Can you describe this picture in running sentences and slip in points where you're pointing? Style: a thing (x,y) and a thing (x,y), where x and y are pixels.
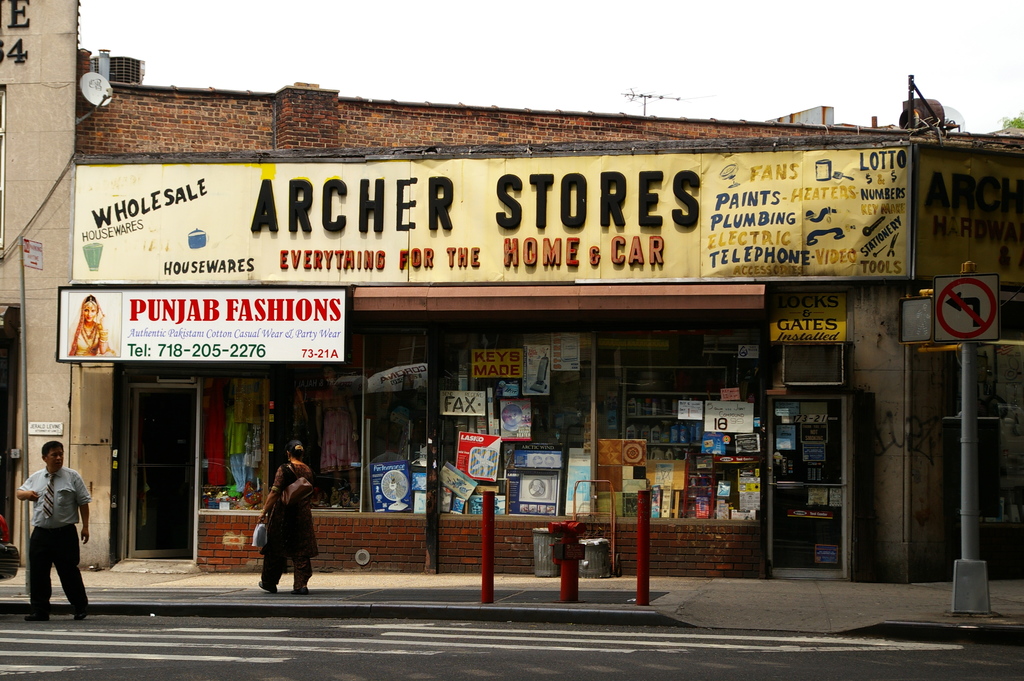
In the center of the image (512,228), we can see a store (653,351) and there are boards (282,315), poles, sign boards (952,300) and name boards (959,267) and we can see some people (53,500), one of them is wearing a bag (289,498) and holding an object (260,531). At the bottom (183,667), there is road (459,636) and we can see a fire hydrant (557,547), some papers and mannequins (332,429).
